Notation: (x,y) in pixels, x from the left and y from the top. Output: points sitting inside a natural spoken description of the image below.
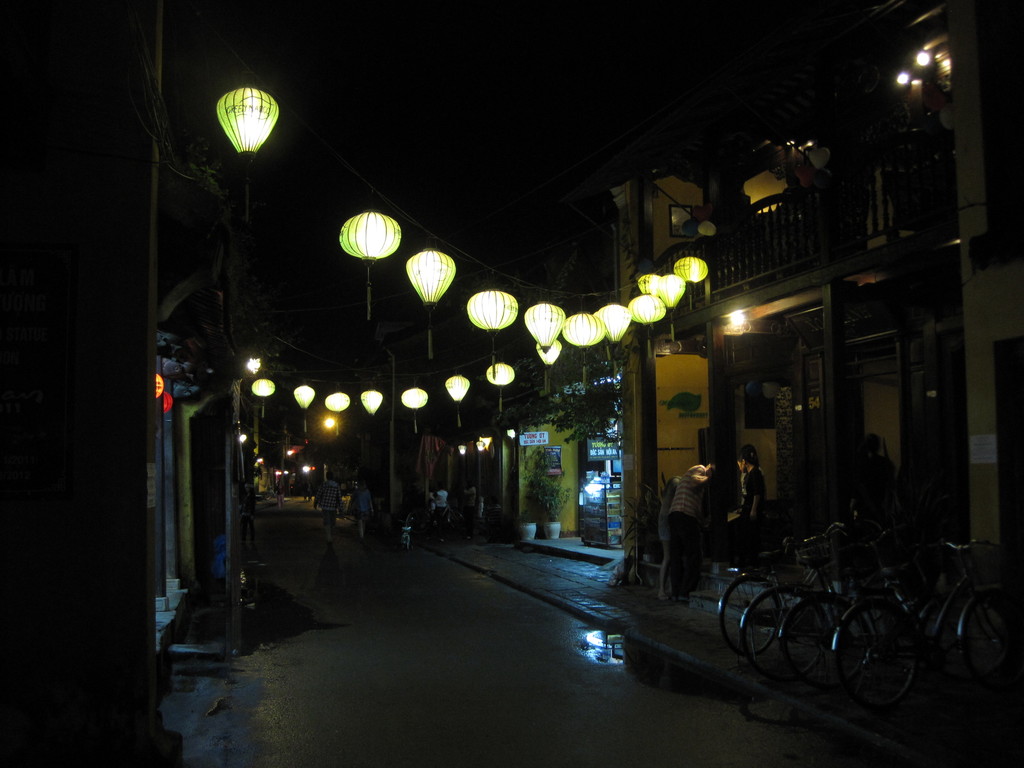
In the center of the image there is a road (271,574). There are stores (609,438) at the both side of the image. There are bicycles (796,603). There are buildings (730,389). There are decoration lights (367,277) in the center of the image (434,278).
